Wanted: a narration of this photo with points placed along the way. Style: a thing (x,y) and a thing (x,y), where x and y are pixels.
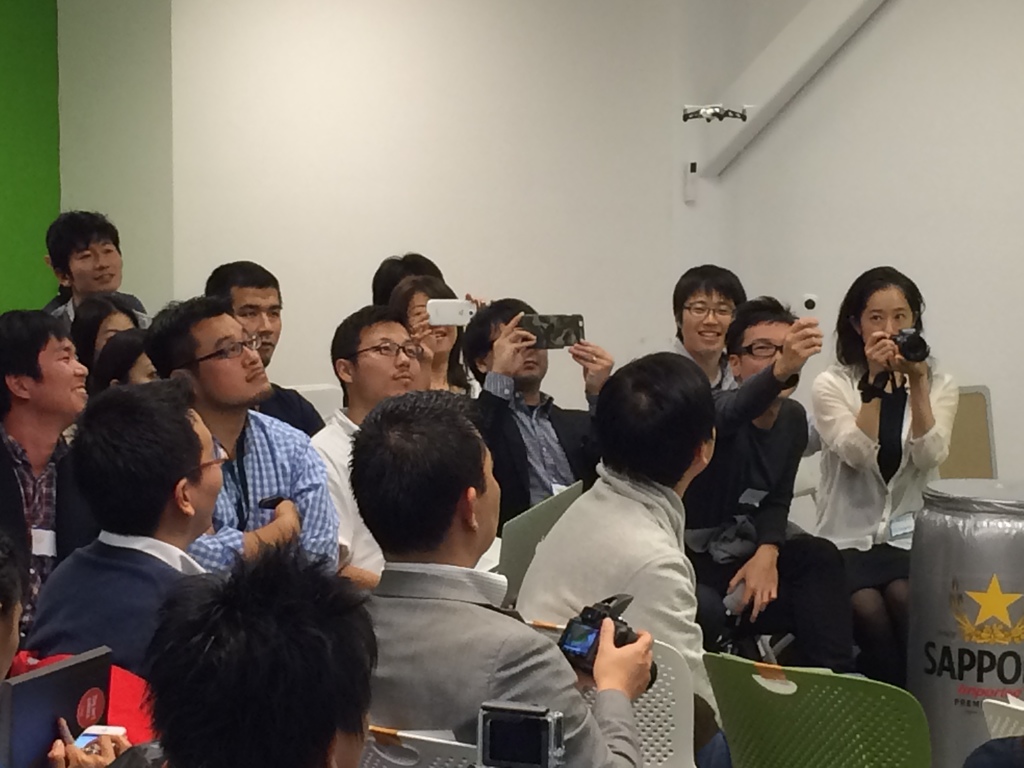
This is an inside view of a room (379,630). Here I can see few people (381,611) looking at the right side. Few people (594,359) are holding mobiles (561,343), cameras (598,632) in their hands (508,336) and capturing the pictures. At the bottom (724,701) there are few chairs (849,742). In the background (622,212) there is a wall (220,132).
